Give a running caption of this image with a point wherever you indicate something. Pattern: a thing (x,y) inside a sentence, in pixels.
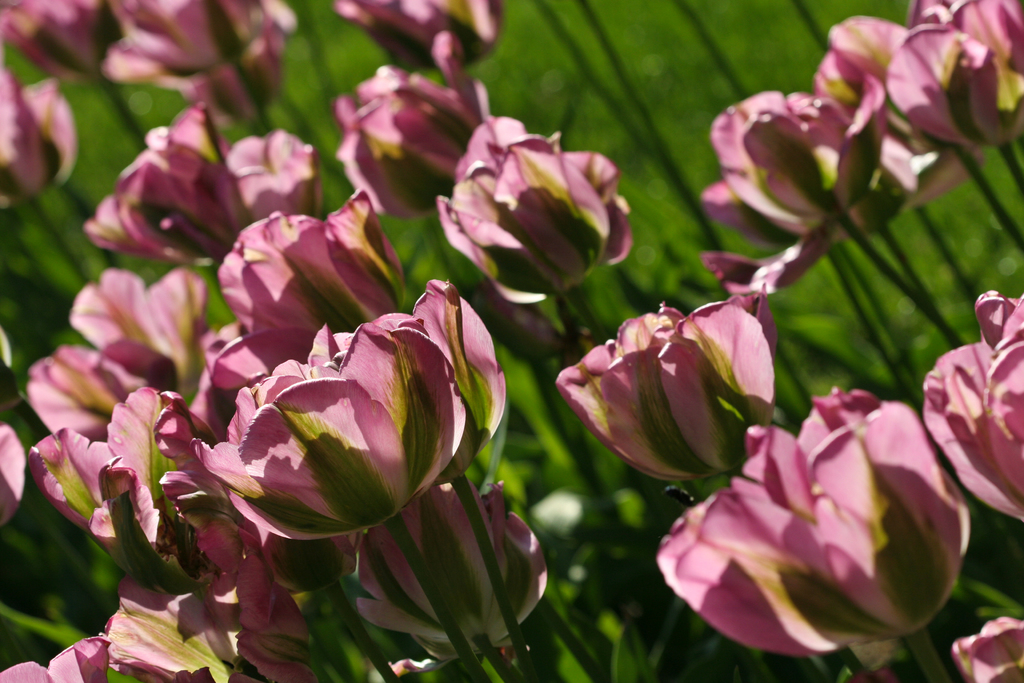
There are plants (201,501) having pink color flowers (257,279). And the background (986,586) is green in color.
